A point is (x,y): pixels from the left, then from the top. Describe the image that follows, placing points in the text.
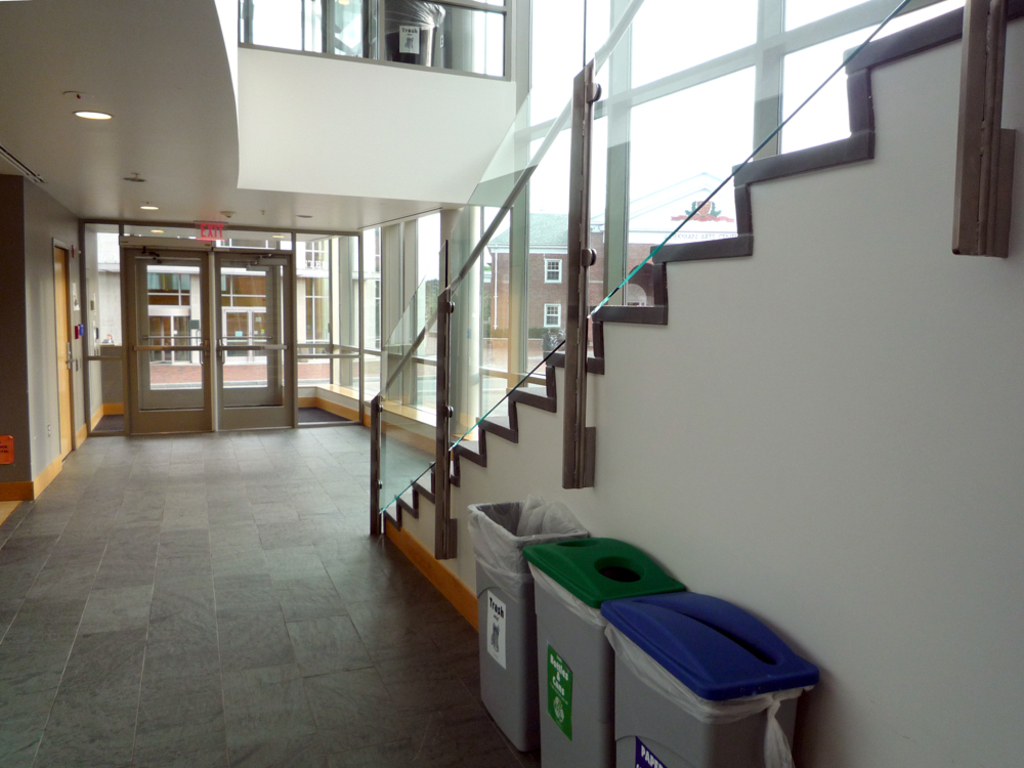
In this image, we can see the floor (430,649), we can see dustbins (647,645) and there are some stairs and we can see railing (378,527), we can see the glass door (135,319) and we can see the wall (313,144).
